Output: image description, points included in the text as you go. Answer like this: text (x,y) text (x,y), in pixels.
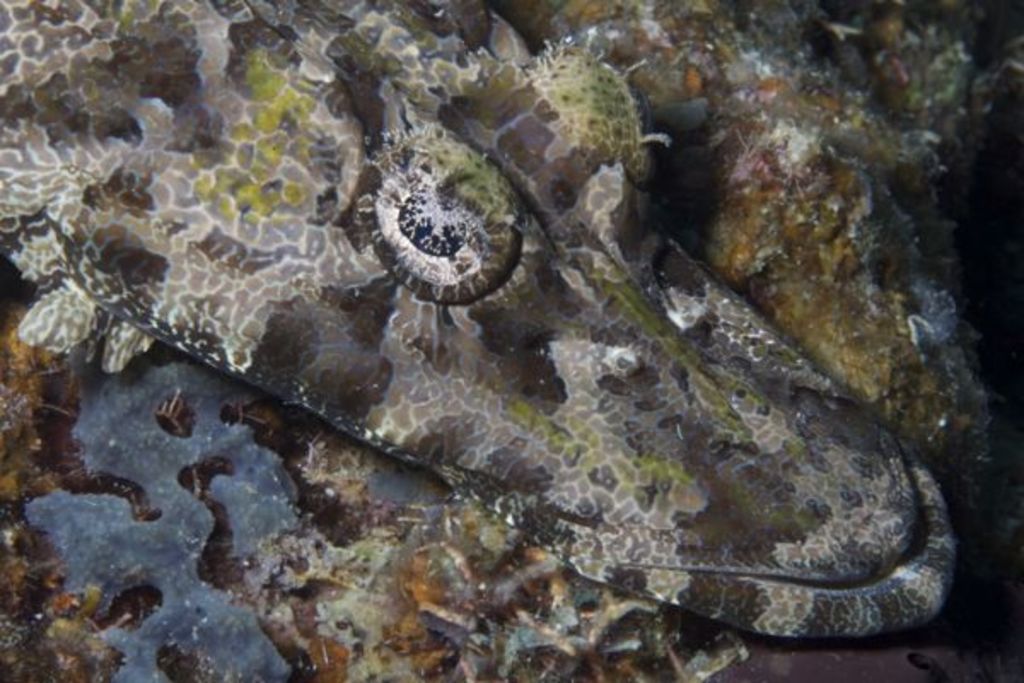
Here in this picture we can see an aquatic animal (543,415) present on the ground (892,178) over there and we can see water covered all over there.
